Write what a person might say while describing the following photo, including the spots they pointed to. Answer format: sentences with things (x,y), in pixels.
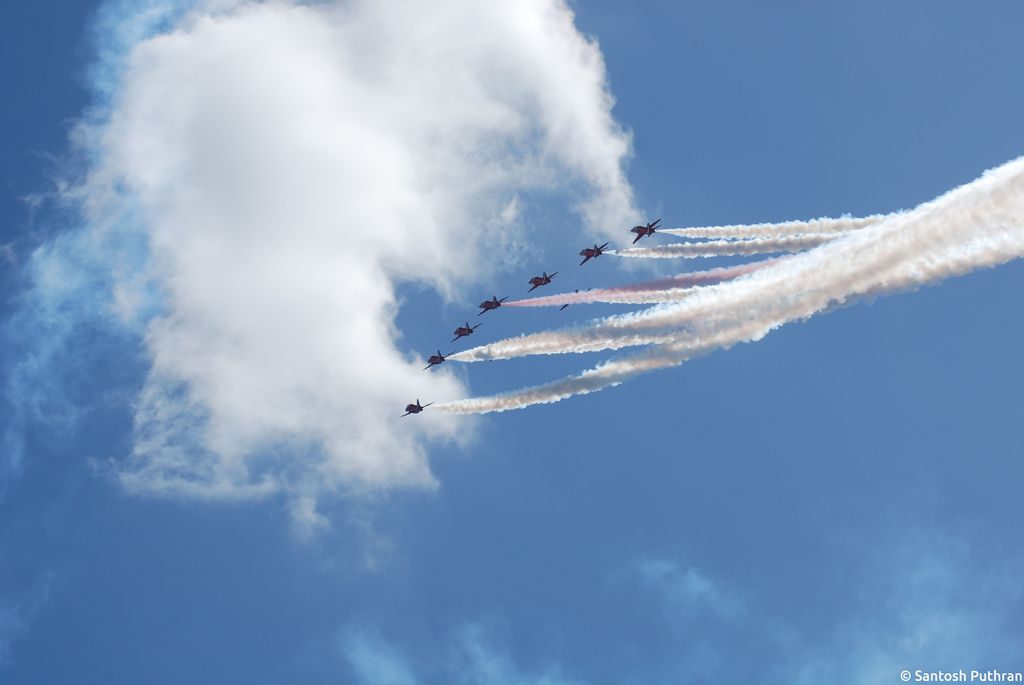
This image consists of aircraft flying in the sky (432,453). On the right (729,247), we can see the smoke (991,193). In the background (292,232), there are clouds (220,316) in the sky (221,516).
